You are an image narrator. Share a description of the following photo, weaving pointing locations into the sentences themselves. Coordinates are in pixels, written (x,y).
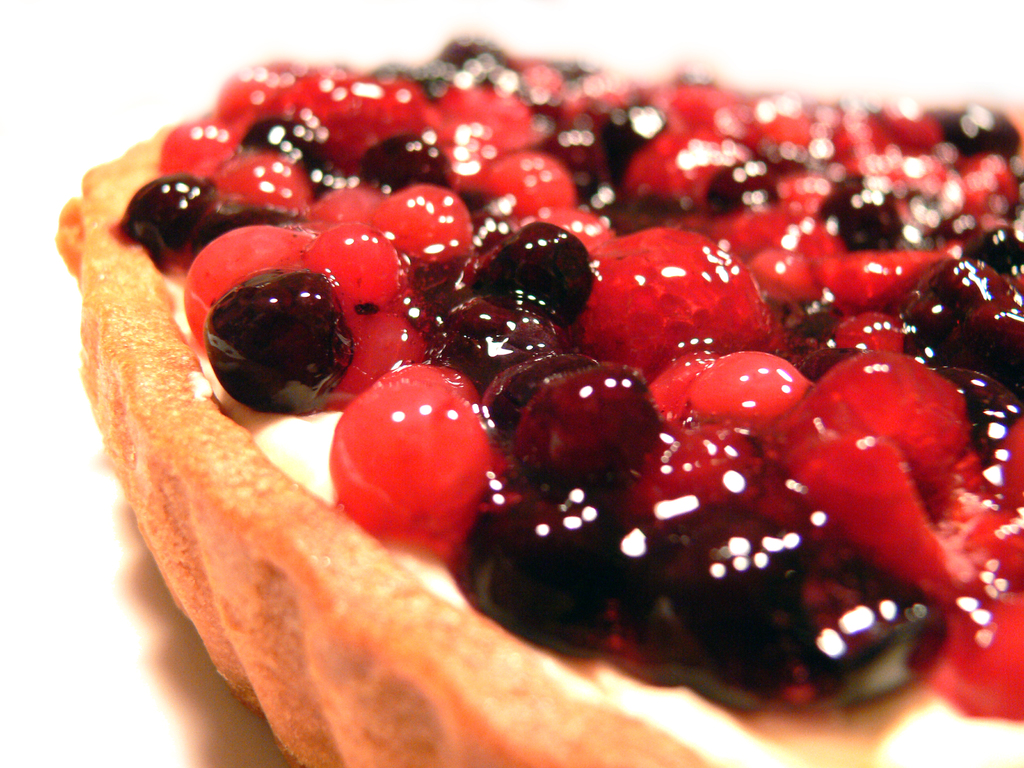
In this picture I can see berries (682,487).
